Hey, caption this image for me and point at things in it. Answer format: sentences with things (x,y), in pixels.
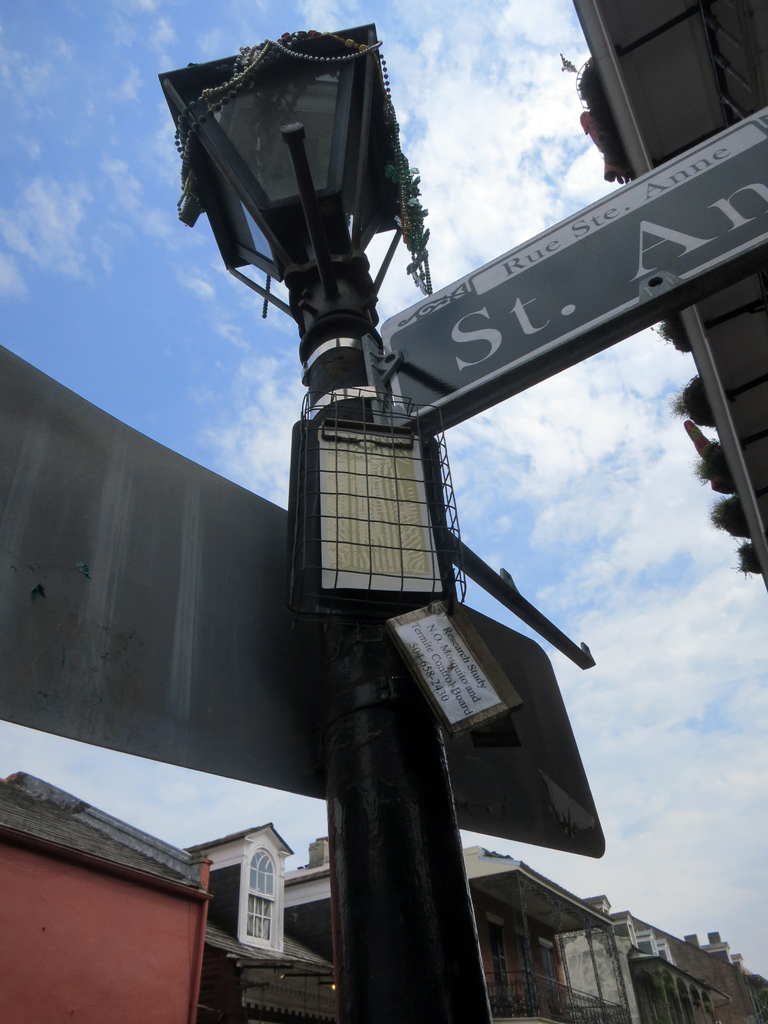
In this picture we can see a pole (374,896) with directional boards (484,308) and a light (319,265). Behind the board (418,407) there are buildings (124,982) and a sky (619,560).
